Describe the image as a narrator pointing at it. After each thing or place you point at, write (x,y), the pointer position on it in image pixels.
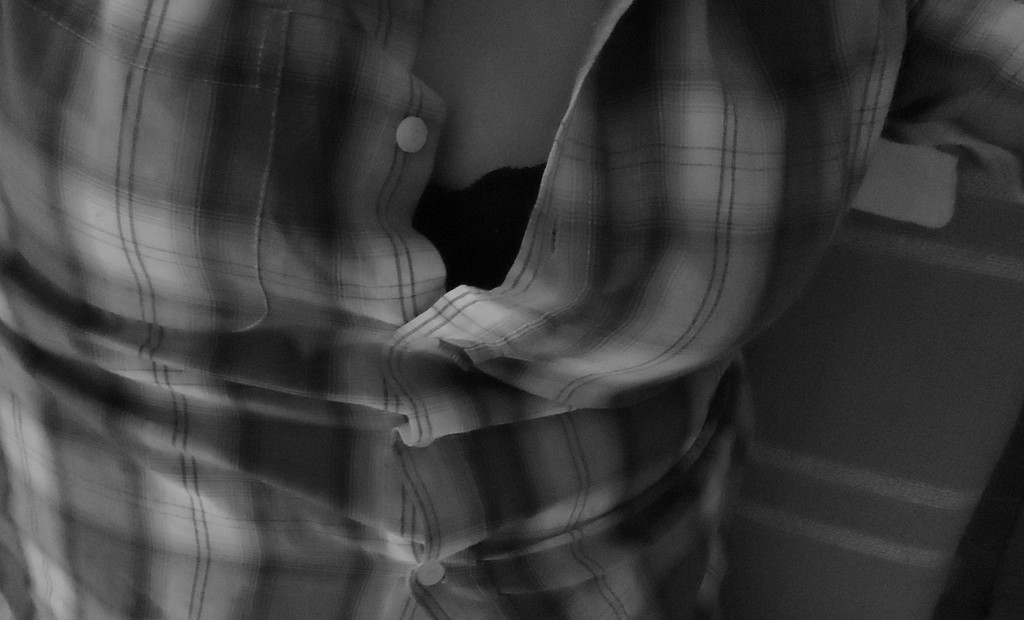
It looks like a black and white picture. We can see a person (222,406) in a shirt (390,506).
